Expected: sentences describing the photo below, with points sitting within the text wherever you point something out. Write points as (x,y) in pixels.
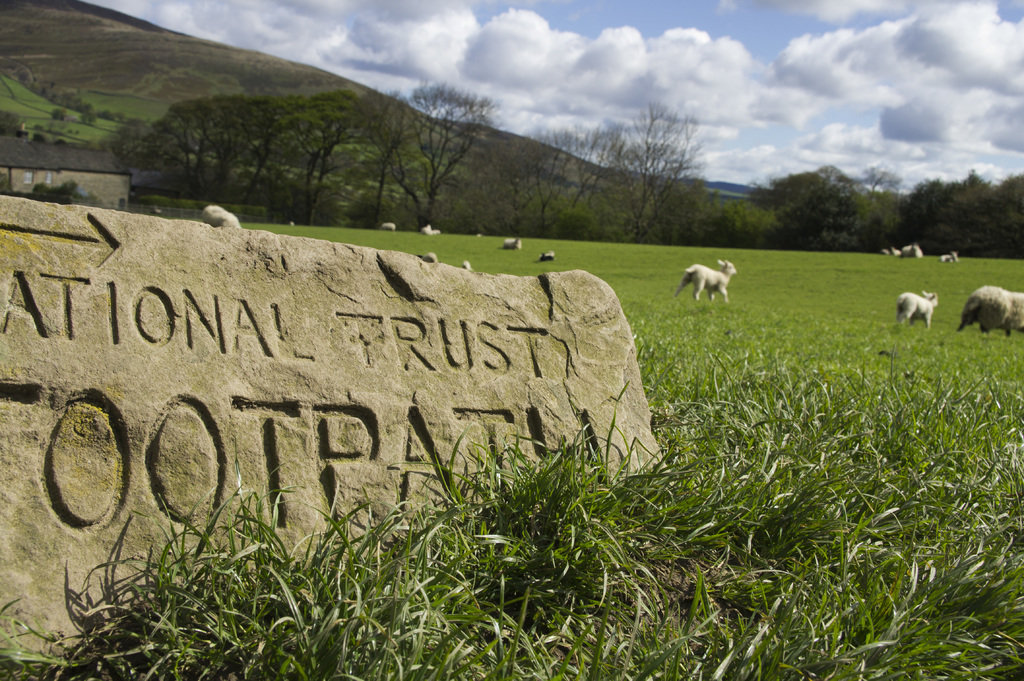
In this image few animals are on the grassland (794,287). Left side (292,440) there is a stone (430,448) having some text (271,425) carved on it. Background (225,163) there are few trees (314,111). Behind there is a hill (245,81). Top of the image (761,77) there is sky (776,86) with some clouds (943,120).
